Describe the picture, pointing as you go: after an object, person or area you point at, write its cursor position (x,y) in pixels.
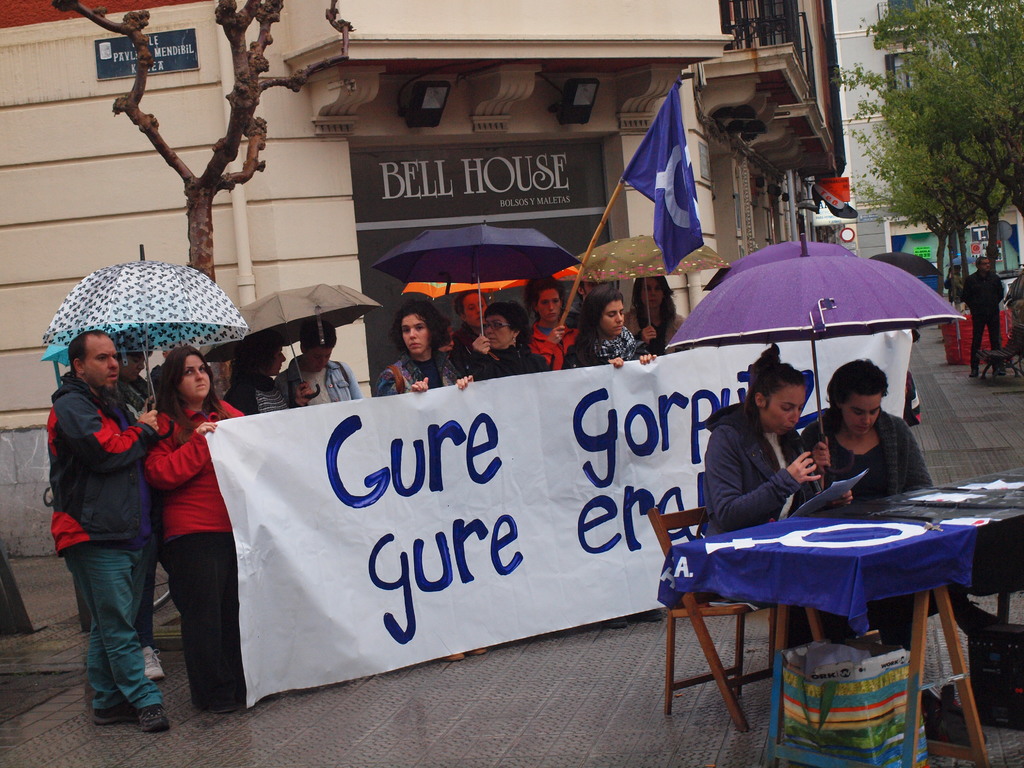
This picture is clicked outside the city. In the middle of the picture (519,374), we see people (144,419) standing on the road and they are holding umbrellas (296,335) in their hands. We even see people (563,299) are holding a white banner (434,469) with some text (463,543) written on it. The woman (550,327) in the red jacket (550,350) is holding a blue color flag (659,203) in her hand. In the right bottom of the picture (891,601), we see two women (841,450) are sitting on the chairs (700,520). They are holding an umbrella (826,333) and papers (842,480) in their hands (816,466). In front of them, we see a table (857,589) which is covered with blue color cloth (859,563). Under the table (853,633), we see a plastic bag (847,703). On the right side (961,269), we see men (997,321) are standing. There are buildings (731,151) and trees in the background (589,140).
